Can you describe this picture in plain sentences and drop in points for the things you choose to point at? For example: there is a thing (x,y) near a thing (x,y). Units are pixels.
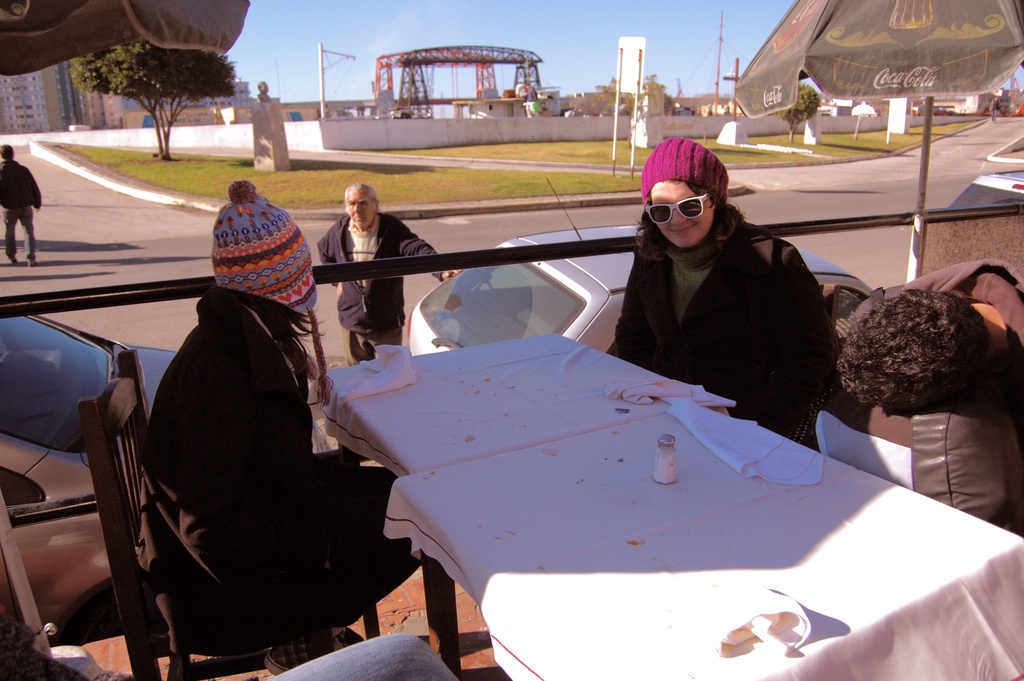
In the image we can see there are people (966,307) sitting on the chair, there is cloth (715,452) and salt bottle (659,450) kept on the table (568,497). There are cars (56,345) parked on the road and there are people (382,216) standing on the road (126,203). The ground (337,203) is covered with grass (197,180) and there are trees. There are buildings (5,100) and there is a tent (977,48). The sky (571,79) is clear.
